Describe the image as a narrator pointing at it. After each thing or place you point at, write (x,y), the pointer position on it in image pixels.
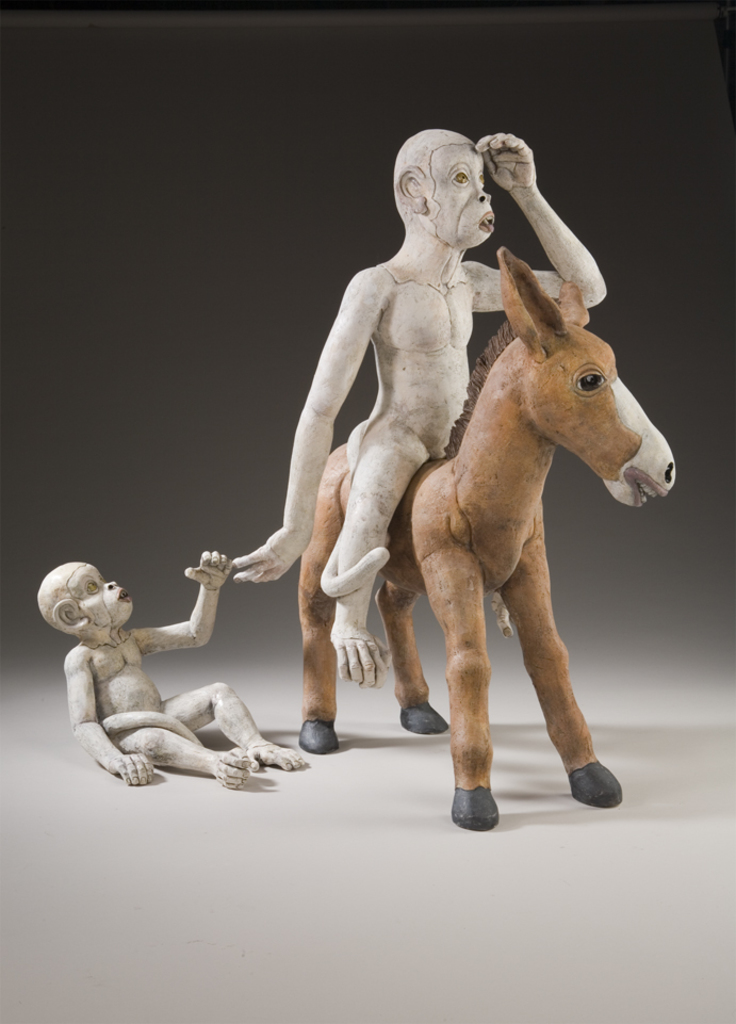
In this image, we can see the toys (374,553) on the white surface (443,912). The background (27,477) is dark.
